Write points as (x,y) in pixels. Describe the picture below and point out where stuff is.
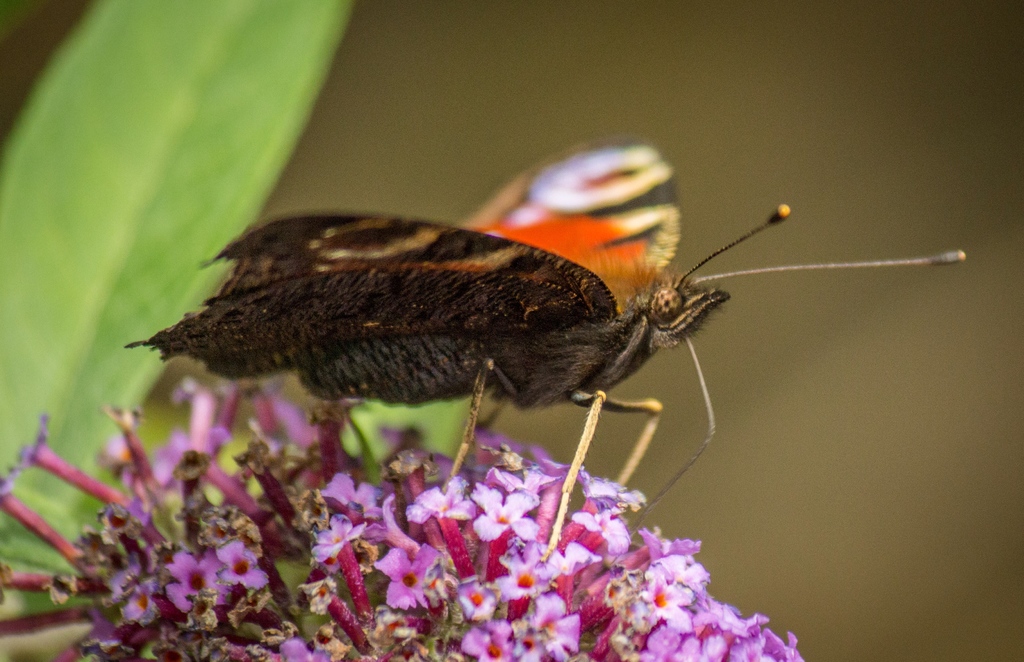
In this image, we can see a butterfly (487,331) on the flowers (472,542). Background (976,473) there is a blur view. Here we can see leaves (160,326).
